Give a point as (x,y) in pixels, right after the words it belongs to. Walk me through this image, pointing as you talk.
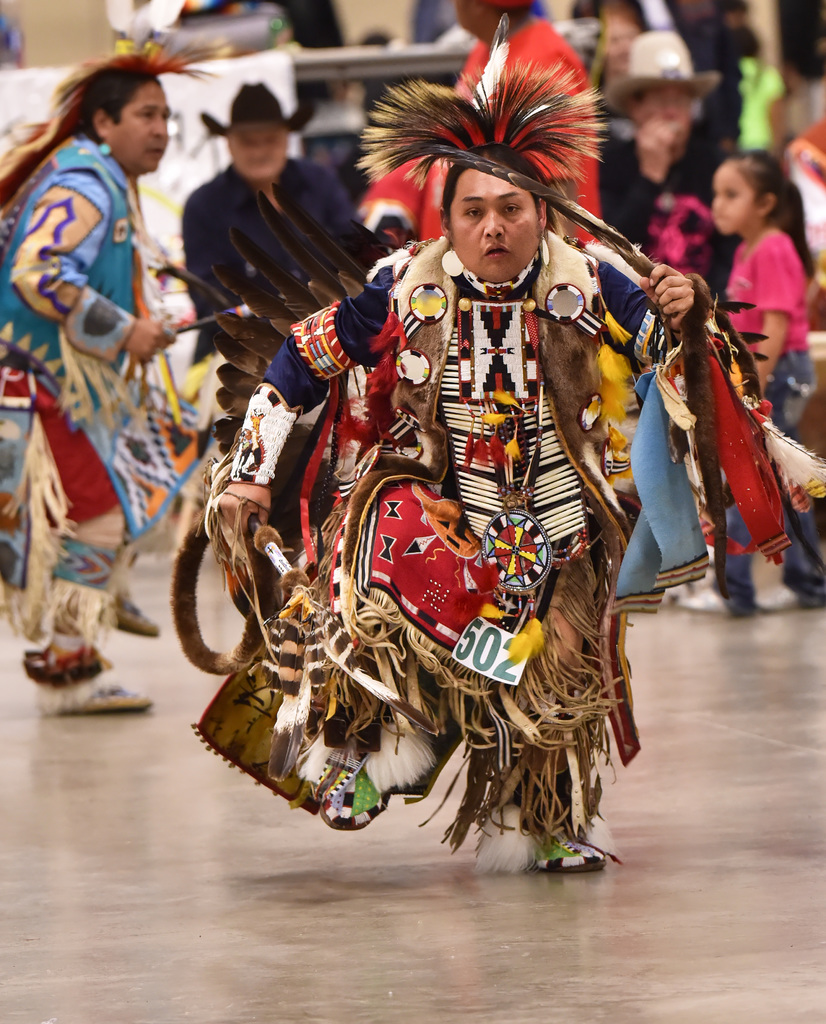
In this image I can see two people (157,419) with the costumes (196,528). In the background (772,282) I can see few more people (766,296) with different color dresses (724,254). And there is a blurred background (568,15).
